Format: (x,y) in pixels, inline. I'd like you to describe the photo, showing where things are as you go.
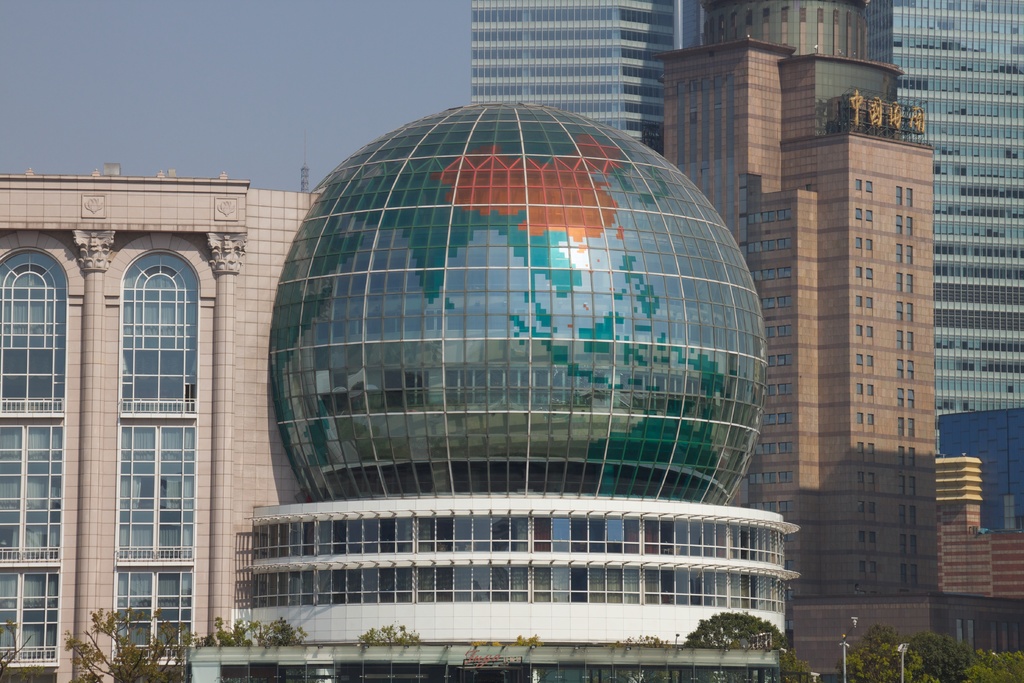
In this image we can see buildings (370,323), sculptures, trees (535,642), street poles (843,648), street lights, name boards (872,112) and sky (322,109).
